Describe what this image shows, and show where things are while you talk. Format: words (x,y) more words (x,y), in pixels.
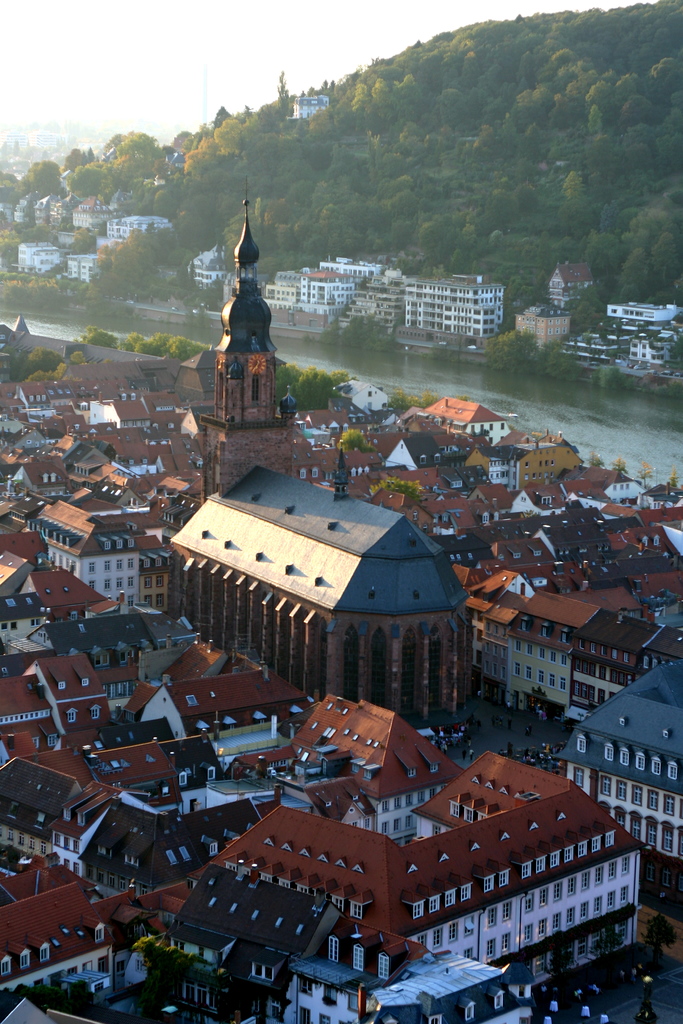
In this image, we can see a canal (524,395) in between buildings (328,535). There is a hill (231,198) in the top right of the image (456,175). There is a sky (336,18) at the top of the image (352,29).
